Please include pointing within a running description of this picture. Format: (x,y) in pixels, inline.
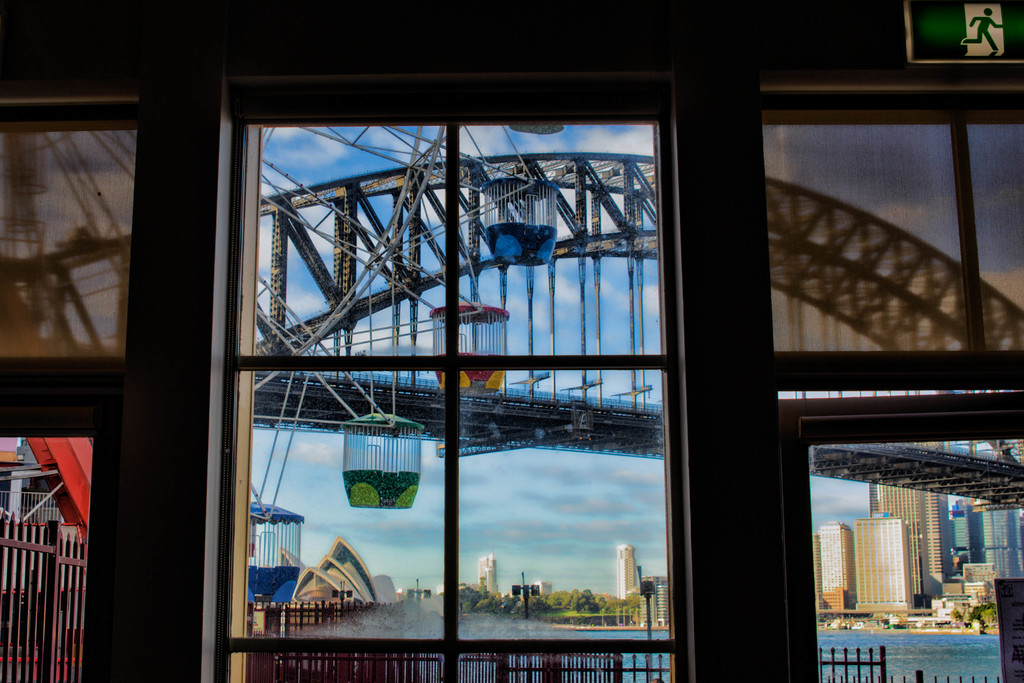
In this picture I can see the buildings (827,578), trees (639,596), street lights (641,578) and poles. In the center (466,338) I can see the wheel (486,197) and bridge (586,442). In the background (586,463) I can see the sky (586,463).
